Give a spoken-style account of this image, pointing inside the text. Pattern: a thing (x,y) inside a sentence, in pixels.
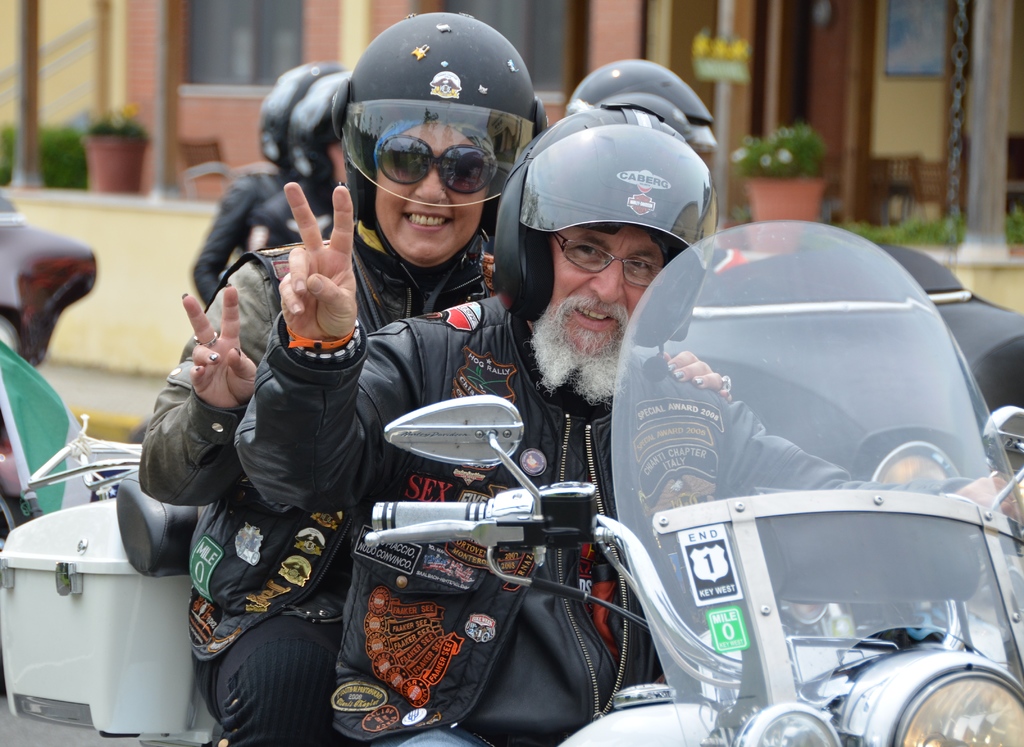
In this image I can see few people (484,316) among them two people (451,388) are riding bike (464,449) by wearing a helmet (538,239) and smiling.
